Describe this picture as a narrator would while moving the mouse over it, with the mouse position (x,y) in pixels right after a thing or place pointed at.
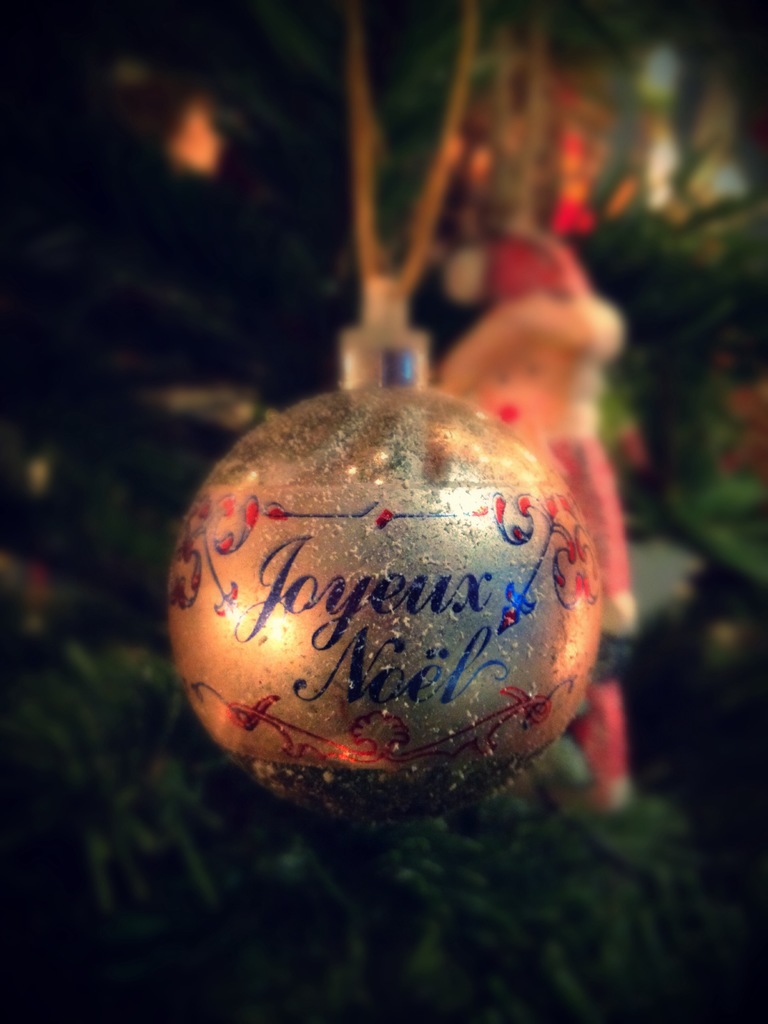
In the picture I can see the Christmas ornament (349,602) which is in gold color and I can see some text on it and the background of the image (124,143) is blurred, which is dark.
